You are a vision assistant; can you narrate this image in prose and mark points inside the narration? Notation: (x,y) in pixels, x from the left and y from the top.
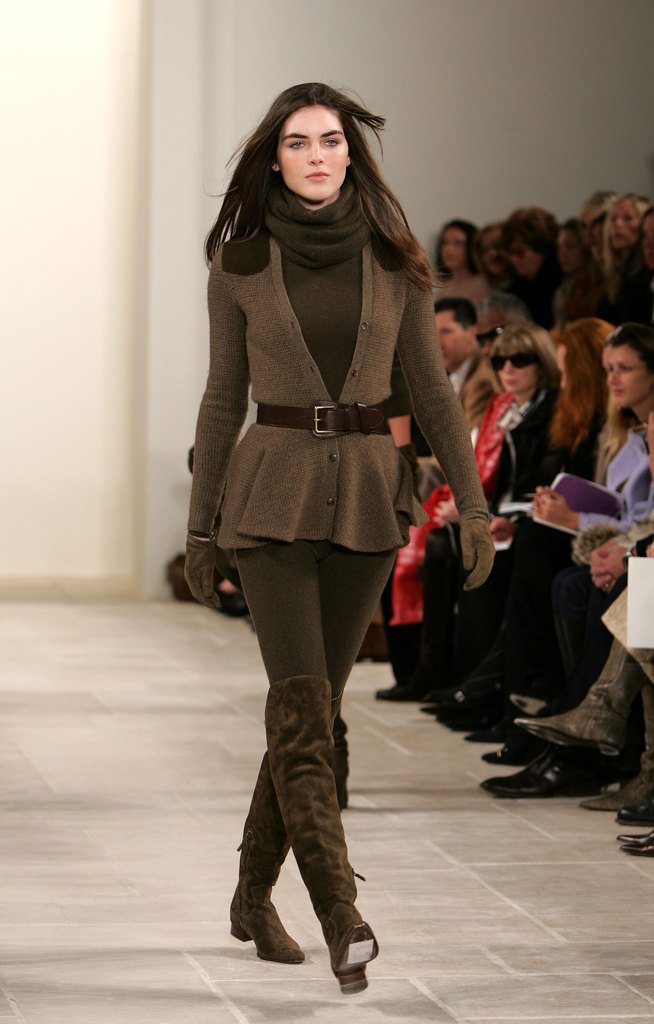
In this image there is a lady (389,493) walking in front of the people (573,655).
